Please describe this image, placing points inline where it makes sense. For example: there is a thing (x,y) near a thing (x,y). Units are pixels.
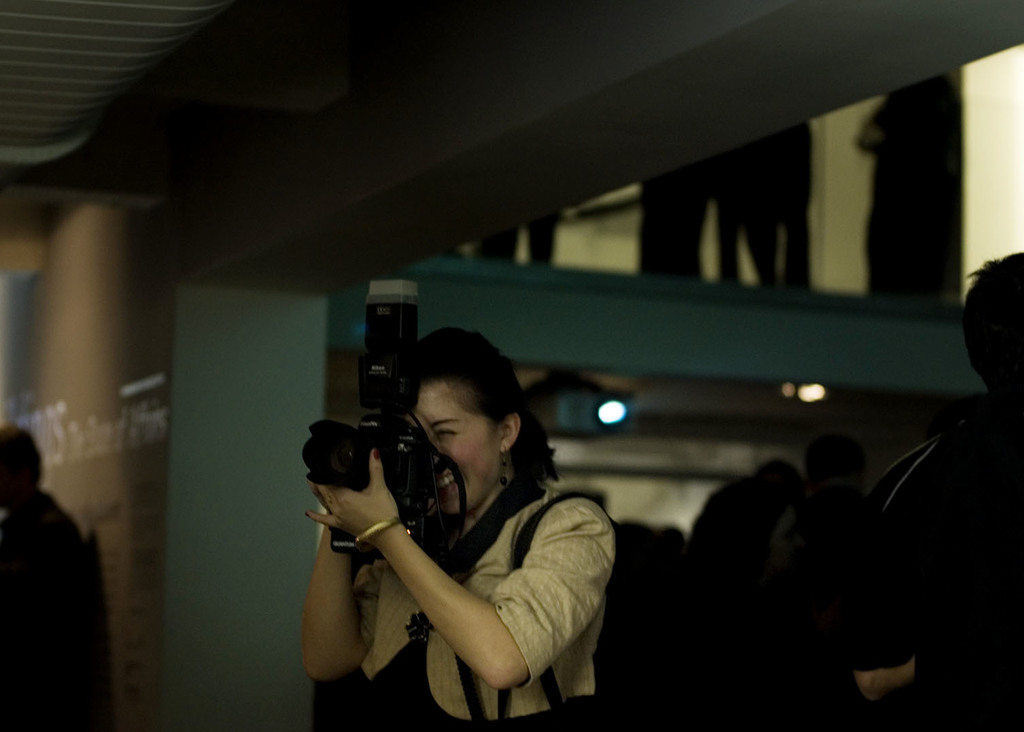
In the image a woman (483,568) is holding the camera (391,473) and capturing the picture, in the background (785,551) there is a crowd (777,637) and a wall (644,348) and also some lights (620,418).
